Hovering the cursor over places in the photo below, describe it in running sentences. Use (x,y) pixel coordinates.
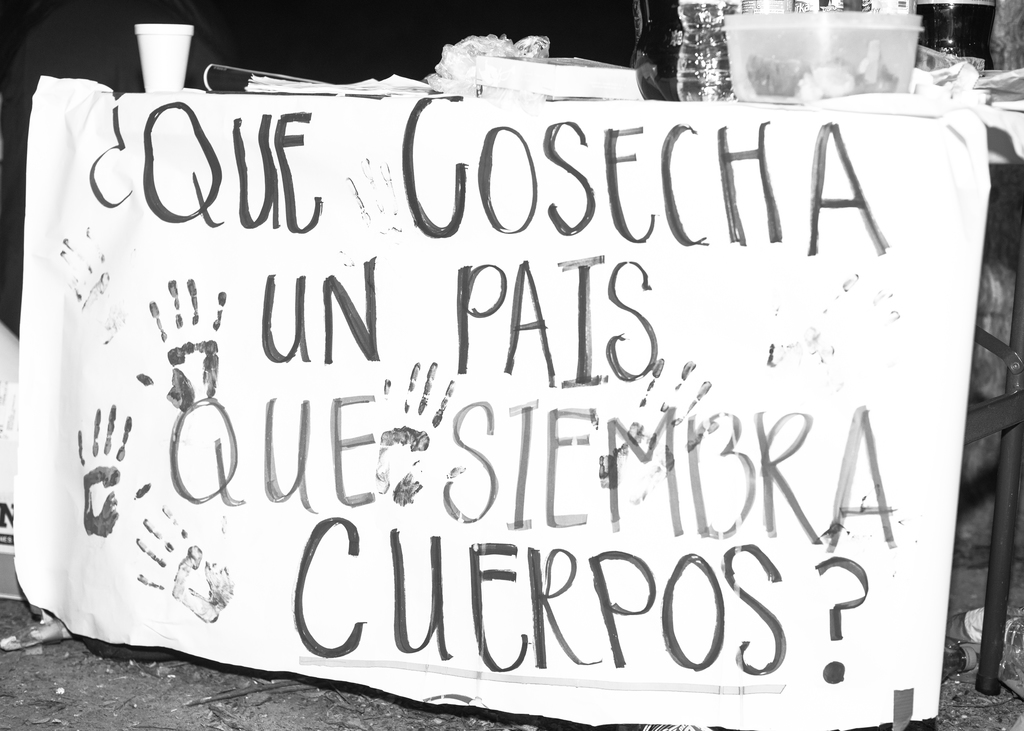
This is a black and white image where we can see a banner (922,310) and some text (463,306) written on it is attached to a table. On the table (991,105), there are basket (787,59), glasses (165,51), cover (468,54), book (305,88) and papers (323,88).
